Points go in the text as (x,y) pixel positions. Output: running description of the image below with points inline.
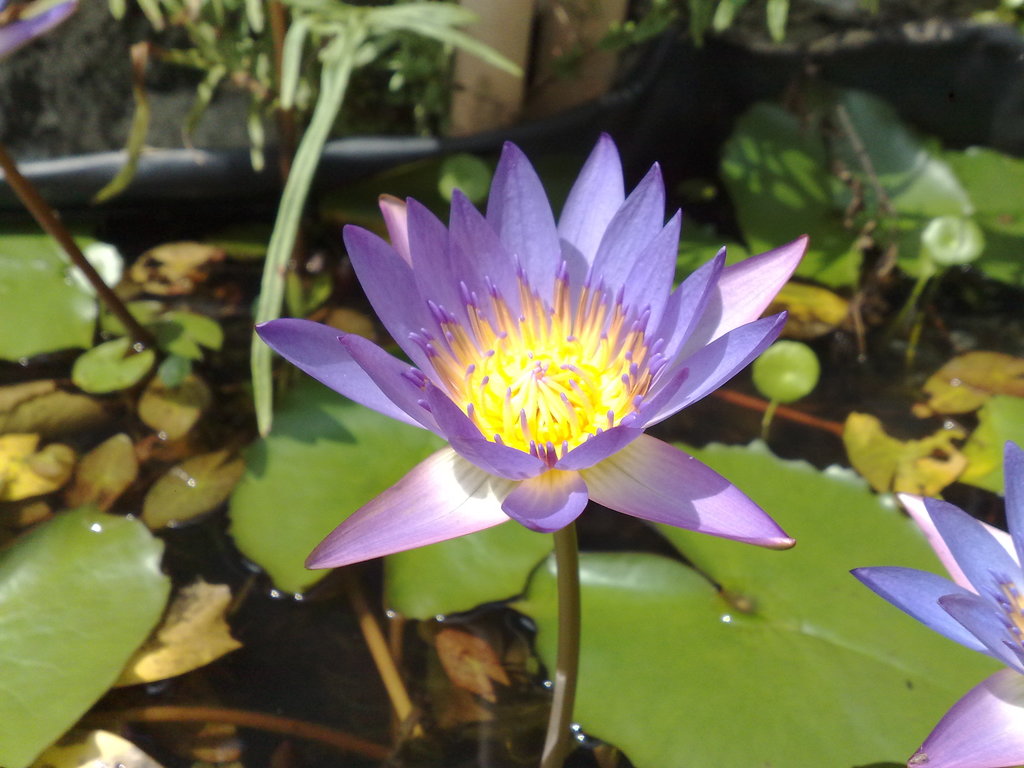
In the image we can see the lotus flower (576,421), pale purple in color, here we can see the leaves (758,705) and the water (266,701).
